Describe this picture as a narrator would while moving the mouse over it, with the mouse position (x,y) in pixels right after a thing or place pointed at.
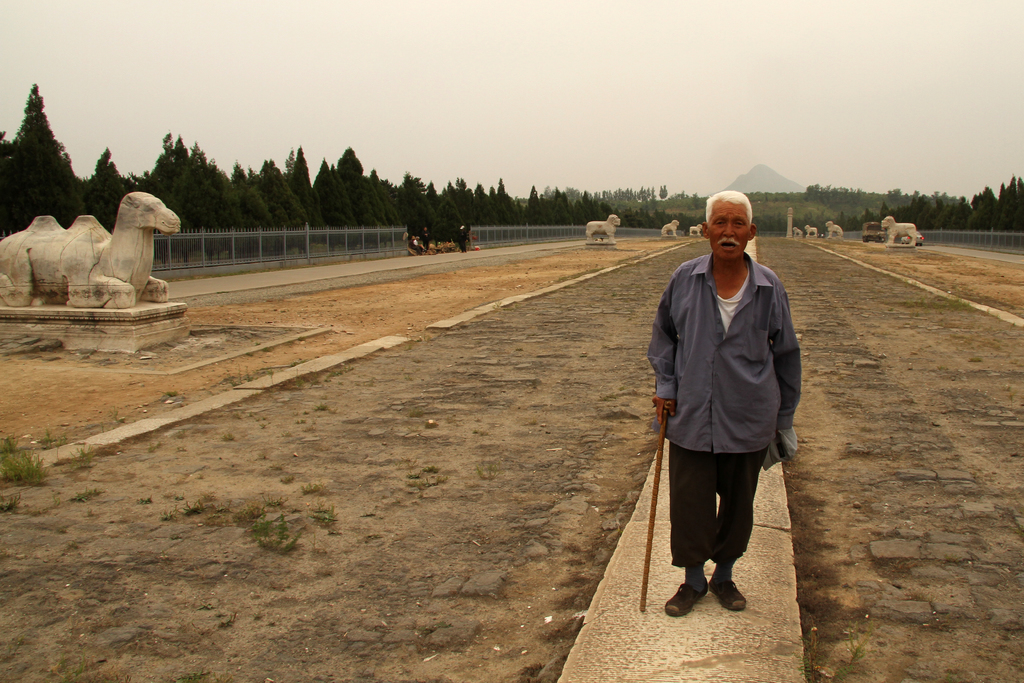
In this image we can see a person (721,521) holding a walking stick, there are some sculptures (677,227), fencing (283,241), trees (343,215), plants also we can the mountain (769,177), and the sky (657,84).
